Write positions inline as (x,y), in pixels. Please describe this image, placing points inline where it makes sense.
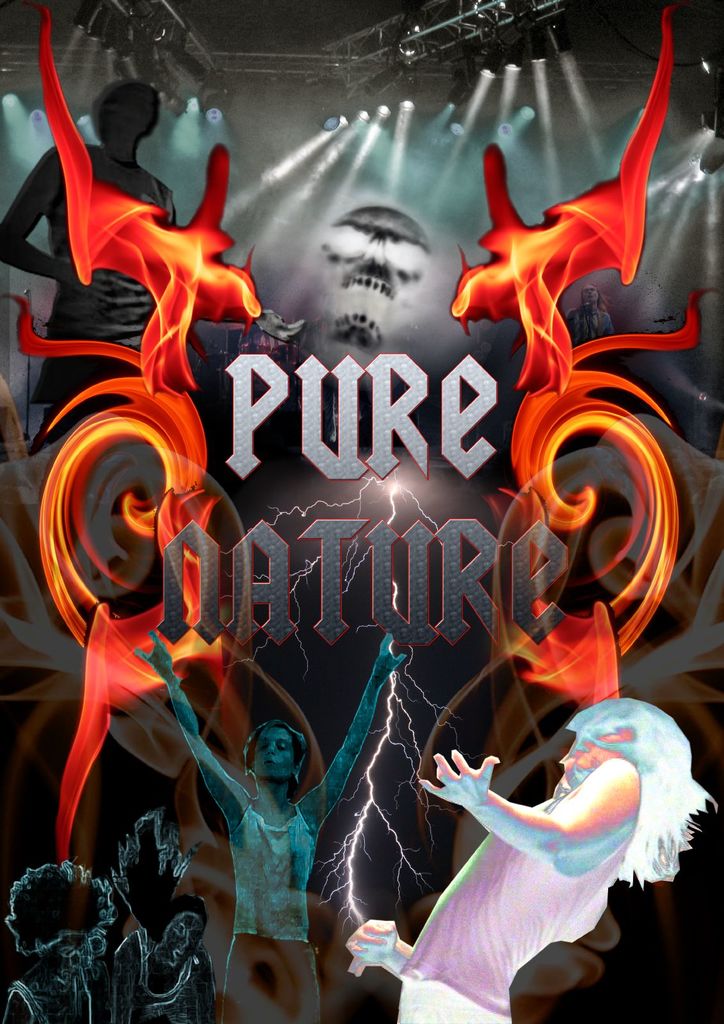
This is a poster. In this poster we can see some people (123,282), text (388,403), fire (159,443), lights (518,124), rods (242,56), some objects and in the background (315,39) it is dark.
